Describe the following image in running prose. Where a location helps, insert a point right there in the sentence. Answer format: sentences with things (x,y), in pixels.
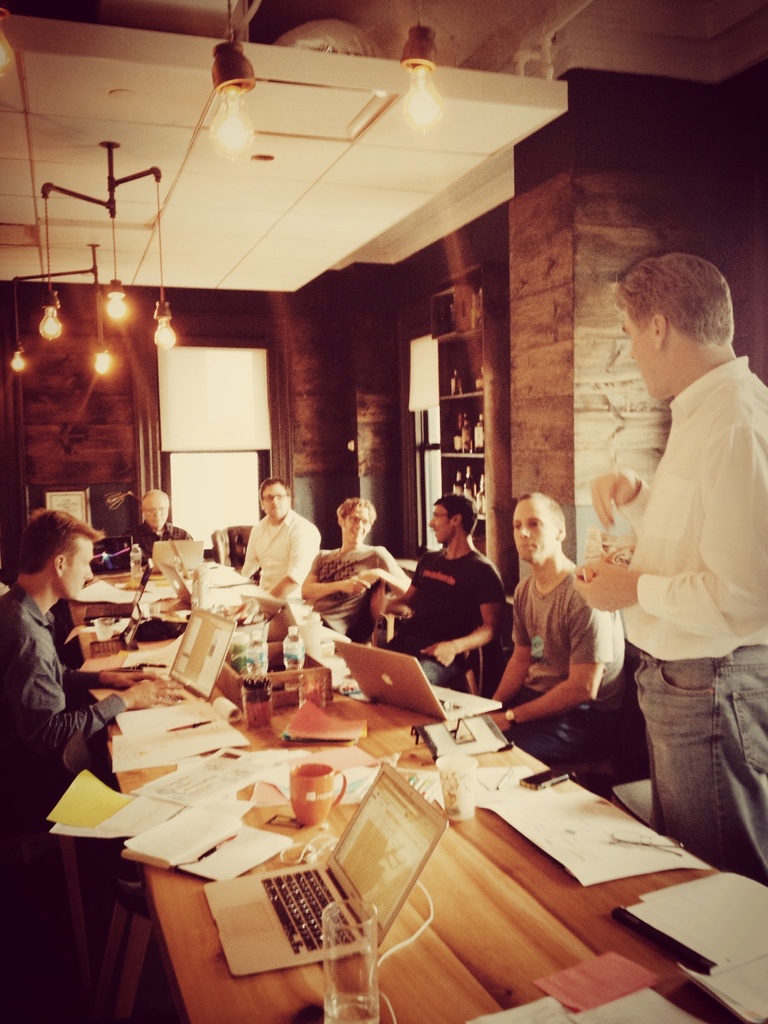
In this picture we can see a group of people (34,542) sitting on chairs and one is standing and in front of them there is table (336,823) and on table (415,1017) we can see cup (294,799), glass (346,923), laptop (332,896), wires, papers (503,785) and in background (127,468) we can see wall (90,437), windows (262,398), racks (460,462) with bottles (460,489) in it, lights (54,301).
